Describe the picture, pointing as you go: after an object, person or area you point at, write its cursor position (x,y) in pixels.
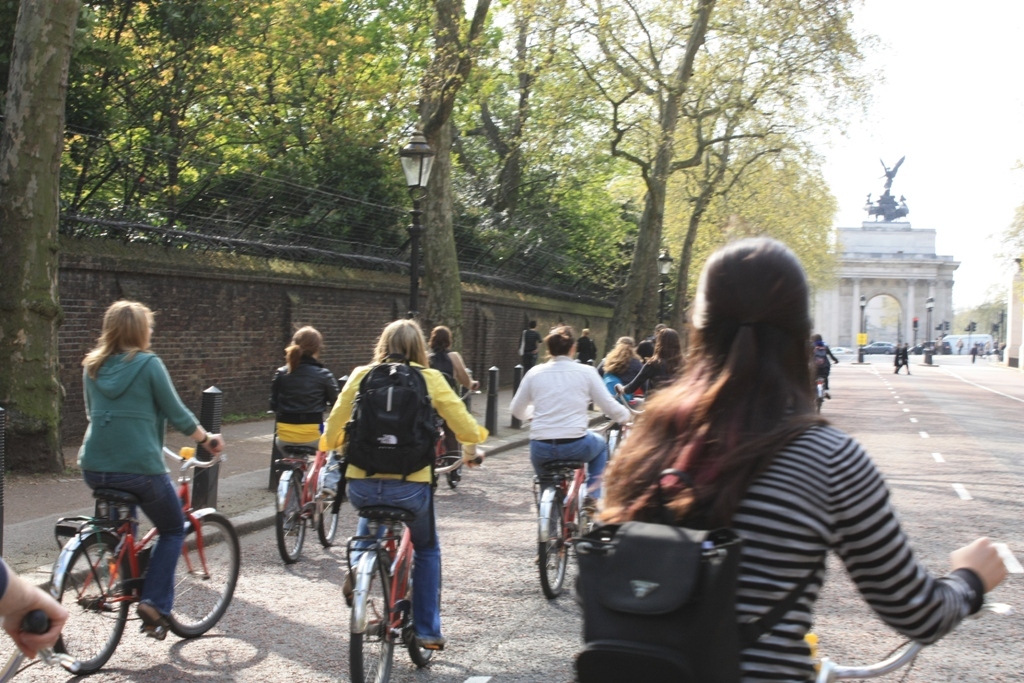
This image is taken outside a city (407,288). In the center of the image (393,336) there are lot of people (792,292) bicycles (316,519). On the top right (897,224) there is an arch (869,267). On the top left (46,110) and right there are trees (173,118). In the center of the image (411,311) there is street light (417,183). Sky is clear and sunny. On the top right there are vehicles (920,351) and few people (906,354) crossing the roads (952,360).
